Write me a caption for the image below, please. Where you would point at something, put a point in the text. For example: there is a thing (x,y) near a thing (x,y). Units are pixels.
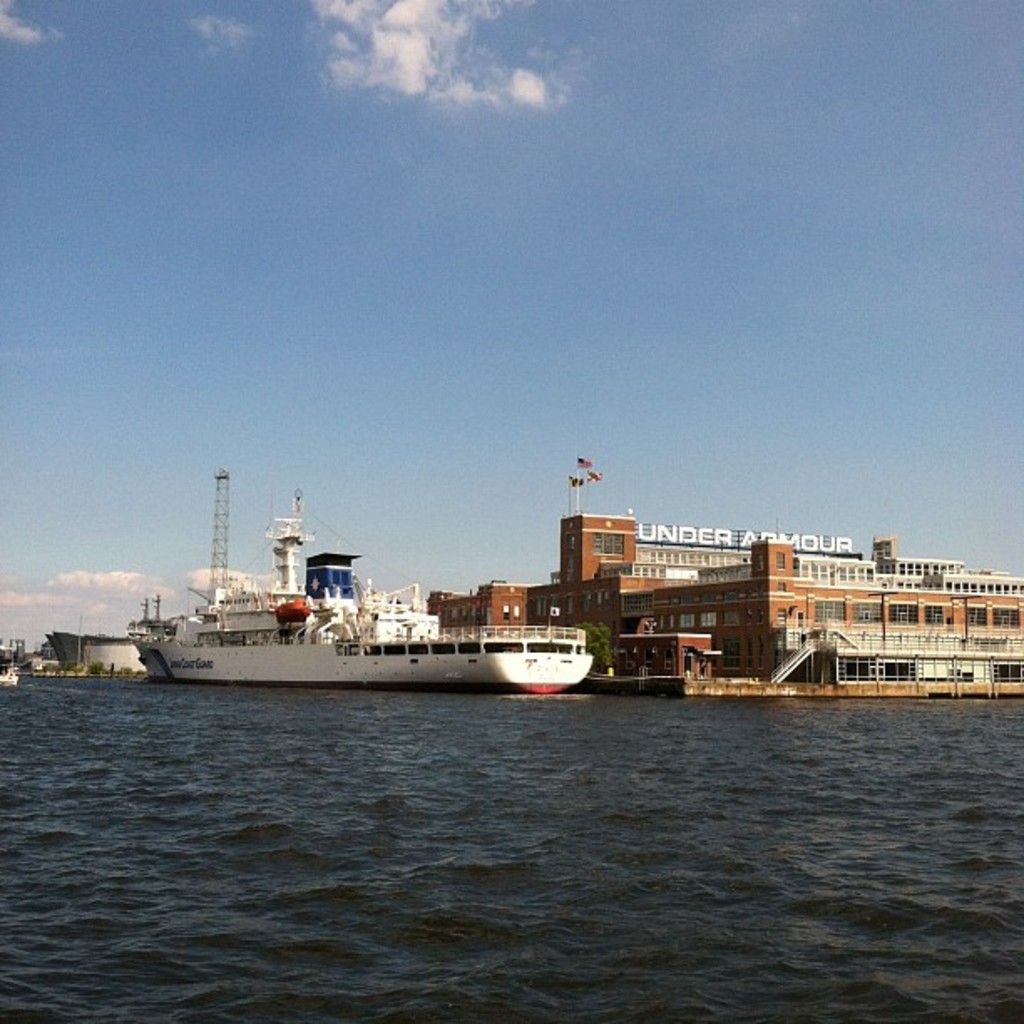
In this image, I can see a ship (303,631) on the water (447,722). This is the building (765,568) with the windows (714,618) and a name board (650,524). This looks like a tower (225,475). I think this is the sea (143,834) with the water (327,850) flowing. These are the clouds (402,58) in the sky (289,274).
